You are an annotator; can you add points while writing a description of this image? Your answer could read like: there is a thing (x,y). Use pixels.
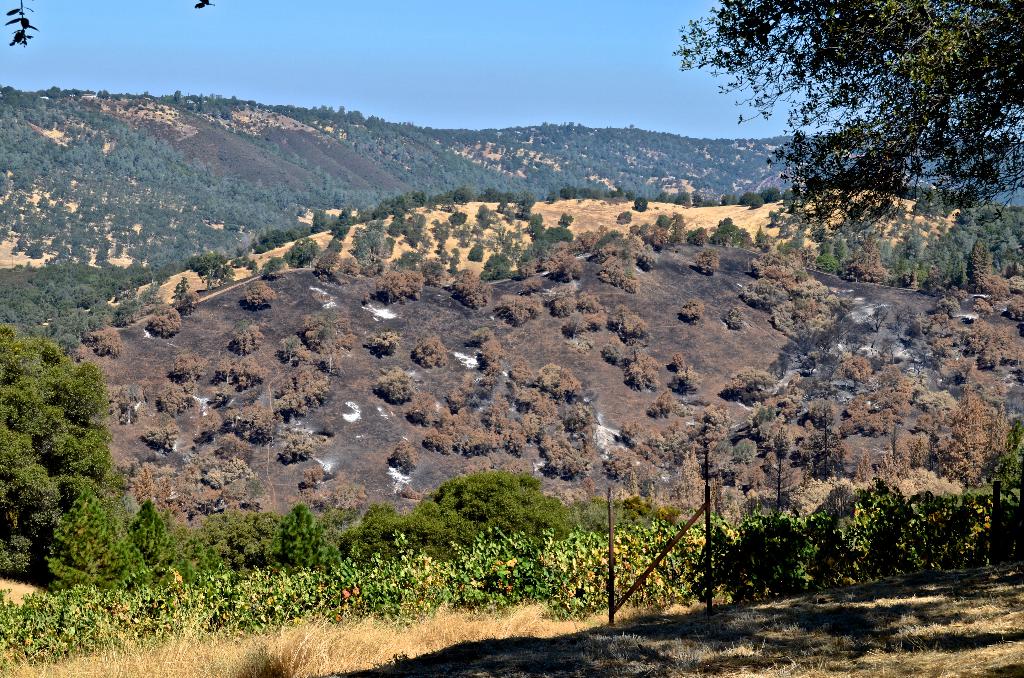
This is the picture of a mountain (635,311). In this image there are trees (1003,265) on the mountain (407,249). At the top (443,59) there is sky (435,42). At the bottom (443,631) there is grass (515,627). In the middle of the image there are poles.
